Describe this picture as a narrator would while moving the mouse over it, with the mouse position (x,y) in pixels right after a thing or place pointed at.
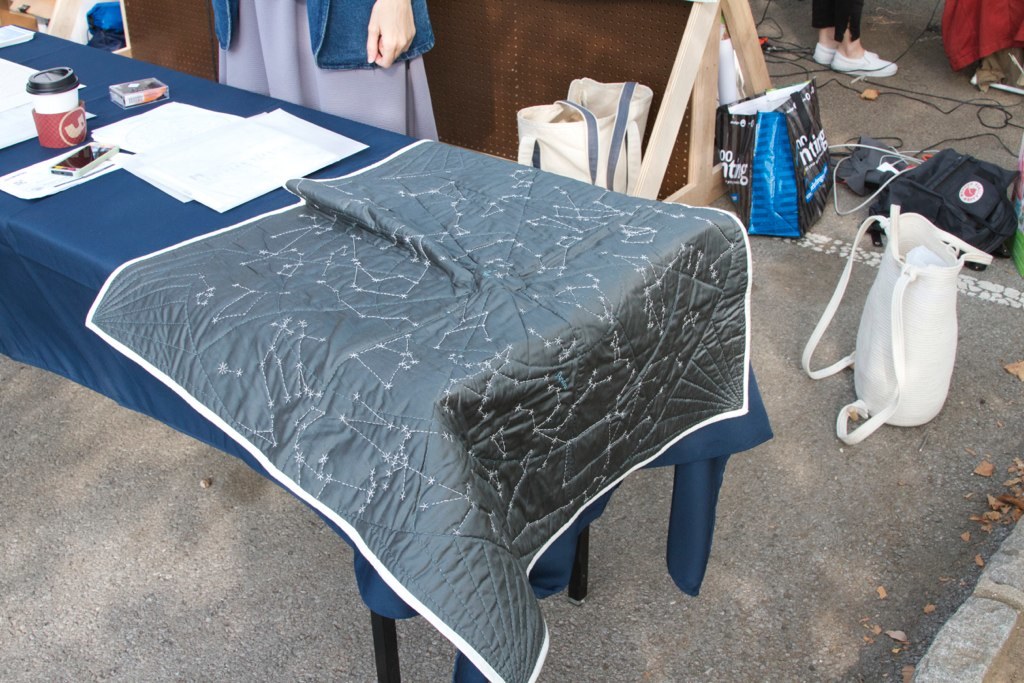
In this image there is a table (438,347) truncated towards the left of the image (237,247), there is a cloth (314,389) on the table (332,351), there are objects (208,181) on the table (190,141), there is road (105,552) truncated towards the bottom of the image (225,616), there are objects (823,210) on the road (916,498), there are persons (422,66) truncated towards the top of the image (275,38), there is a board (554,30) truncated towards the top of the image (608,26), there are bags (948,158), there are wires (919,101) truncated.
